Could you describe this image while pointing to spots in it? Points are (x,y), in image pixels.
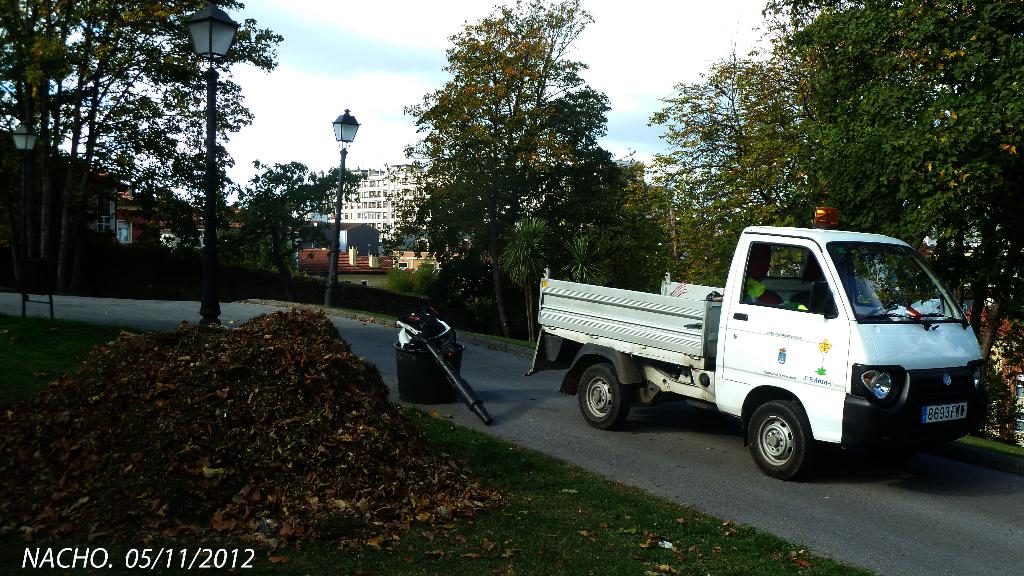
In the center of the image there is a road (719,491). There is a truck (739,416) on the road (656,406). On the left (21,191) there are poles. On the right (932,221) there are trees (530,175). In the background (366,189) there is a building (390,182) and sky (362,45).
